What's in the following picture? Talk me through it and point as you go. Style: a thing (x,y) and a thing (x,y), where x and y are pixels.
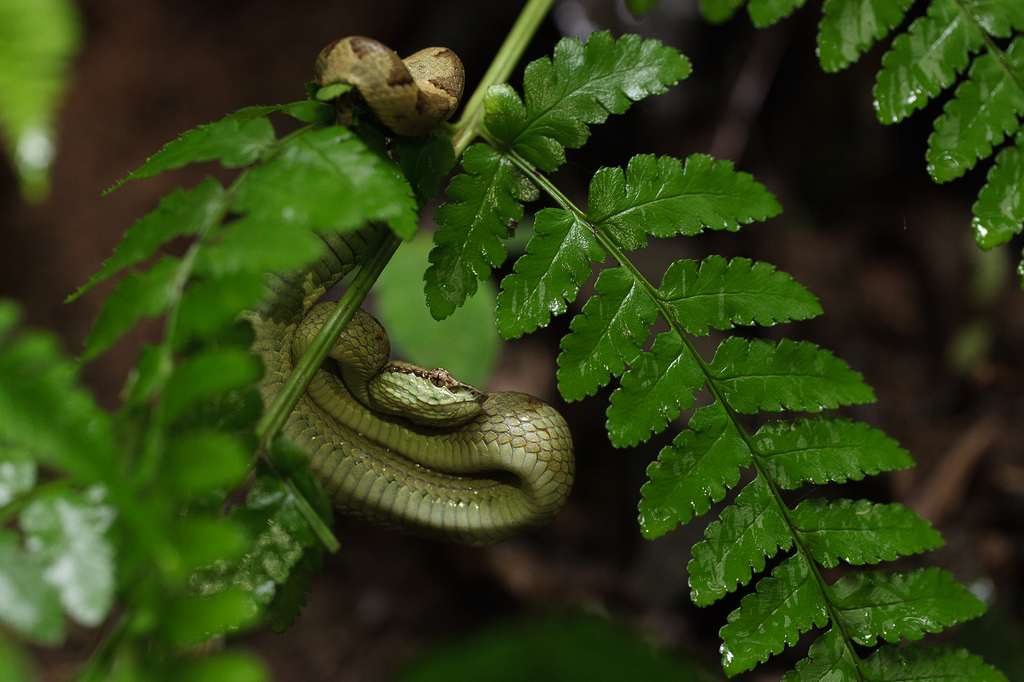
In the middle of this image (349,315) there is a stem (483,90) along with the leaves (352,140) and there is a snake (431,98). The background (924,308) is blurred.
